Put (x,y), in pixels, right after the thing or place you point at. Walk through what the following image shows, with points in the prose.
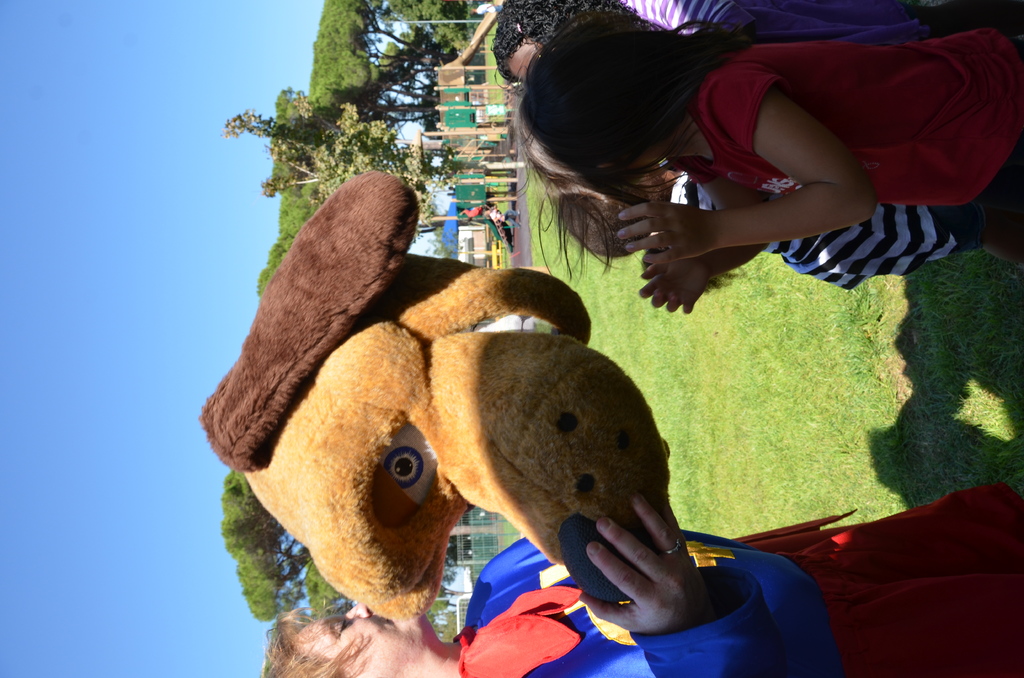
This picture is taken from outside of the city. In this image, on the left side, we can see a person (523,642) holding a mask (531,494) in hand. On the right side (784,95), we can see few kids (719,117). In the background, we can see few trees (363,142), plants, houses (475,243). At the top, we can see a sky (216,330), at the bottom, we can see a grass (950,388).
